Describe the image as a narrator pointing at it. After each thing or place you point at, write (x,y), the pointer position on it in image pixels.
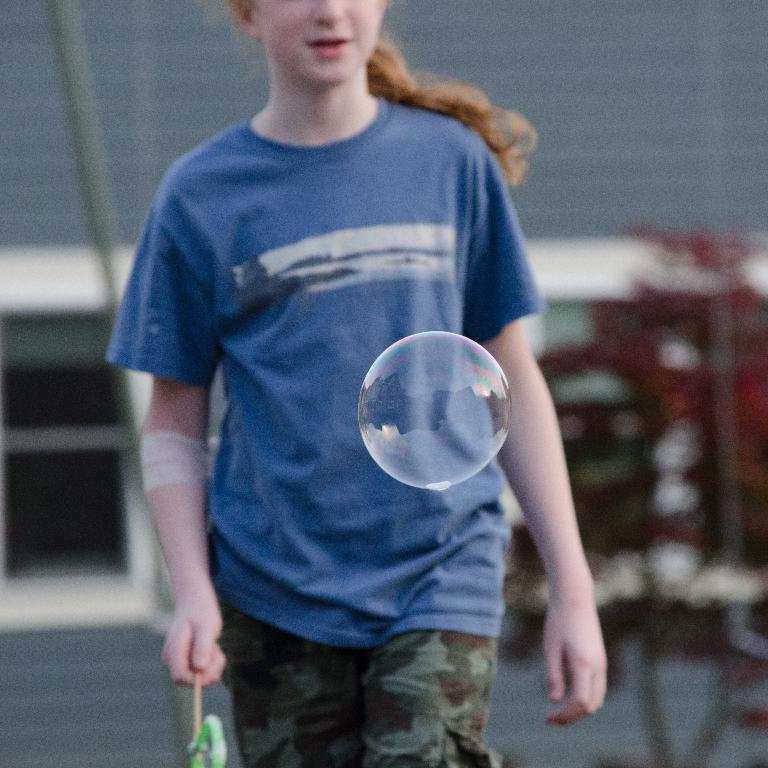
This image consists of a girl (283,479) wearing a blue T-shirt (483,512) is walking on the road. In the front (460,378), there is a water bubble (425,440) in the air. In the background (32,119), there is a building (612,55) along with a small plant (642,375).
